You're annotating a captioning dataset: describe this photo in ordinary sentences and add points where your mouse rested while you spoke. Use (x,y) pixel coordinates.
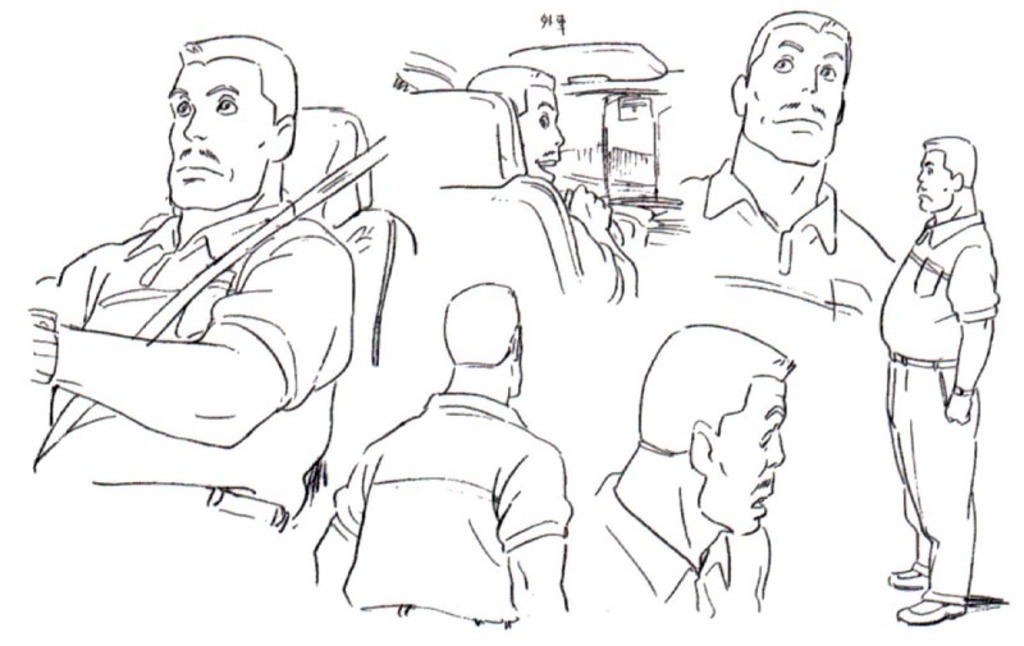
In this image we can see some hand made drawings (285,258) of a person (400,466).
